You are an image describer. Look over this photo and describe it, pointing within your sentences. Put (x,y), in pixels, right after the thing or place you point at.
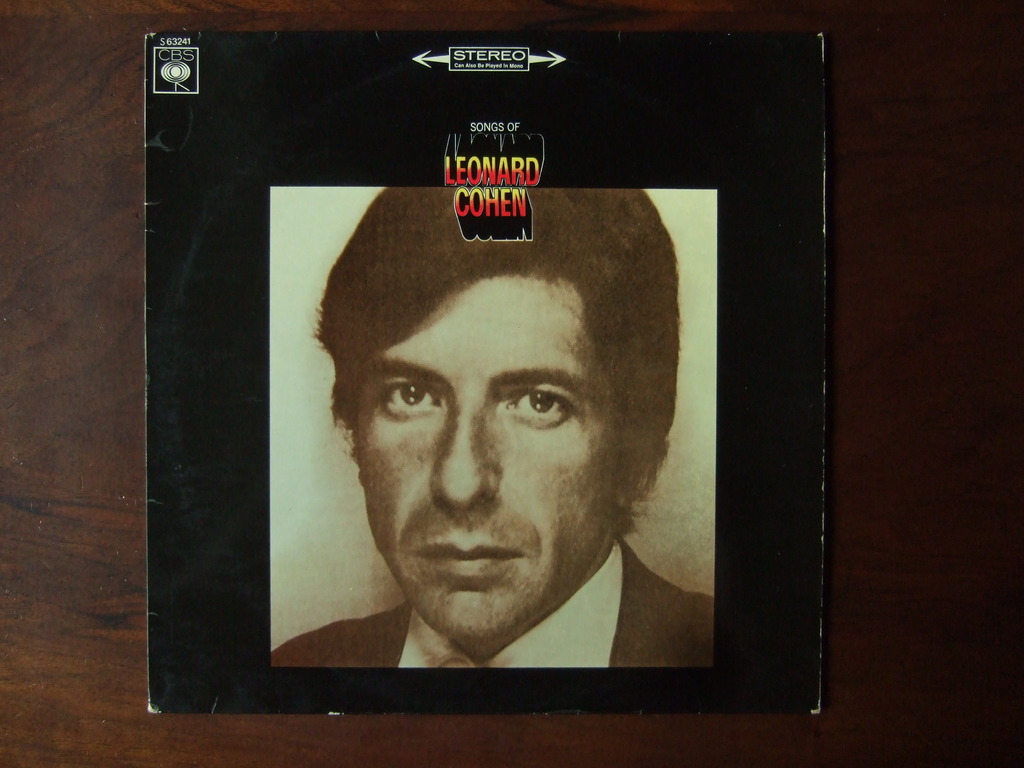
In this image there is a photo (441,481) of a man (448,489) on the table (85,174).
